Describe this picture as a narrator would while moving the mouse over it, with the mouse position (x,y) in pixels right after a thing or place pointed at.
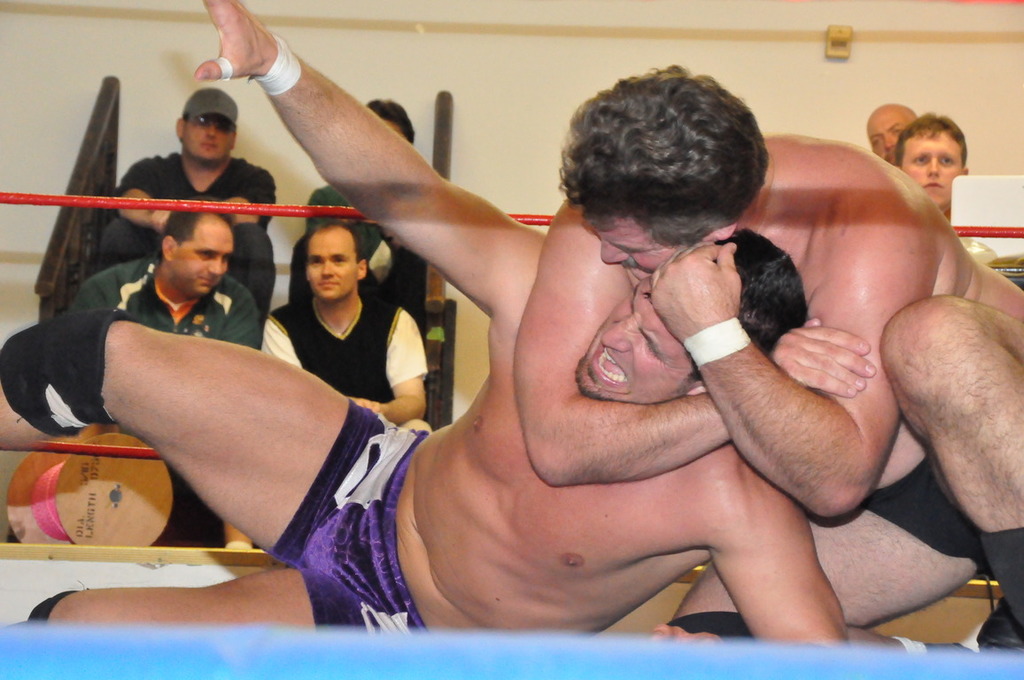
In this image there are two persons (513,468) fighting with each other in a wrestling ring (251,206), behind them there are few spectators (230,190).
